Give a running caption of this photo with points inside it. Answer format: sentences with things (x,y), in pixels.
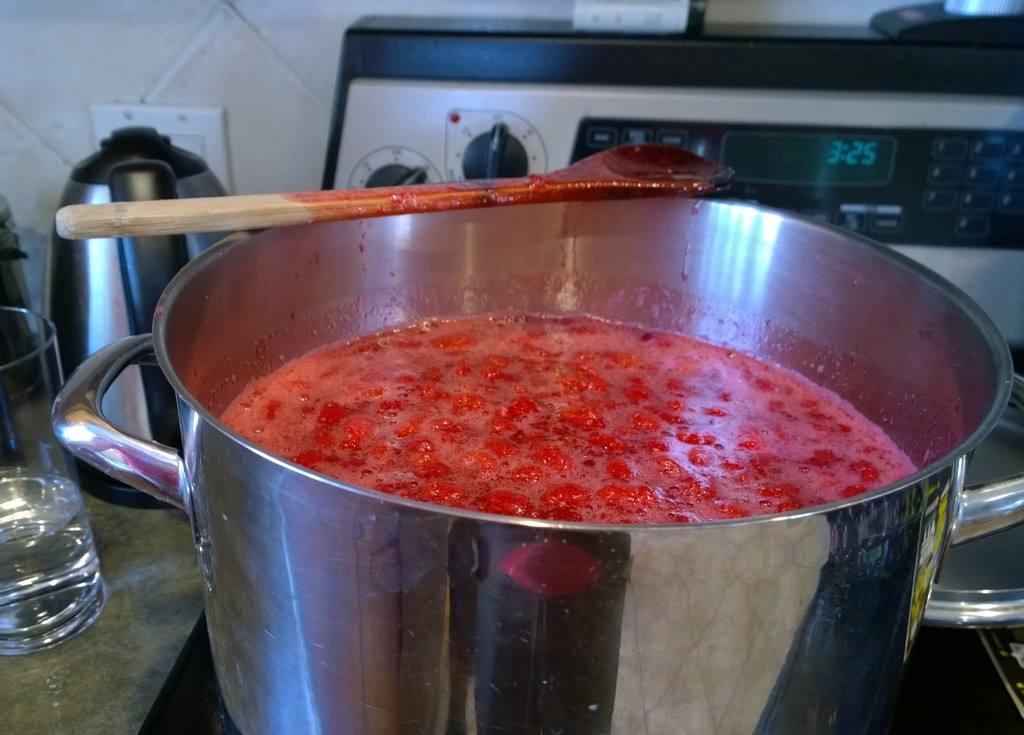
In this picture I can see a vessel (649,561) on the stove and I can see a glass (42,412) and a water heater (125,313) on the left side (82,526). I can see a wooden serving spoon (437,203) on the vessel (787,295).
